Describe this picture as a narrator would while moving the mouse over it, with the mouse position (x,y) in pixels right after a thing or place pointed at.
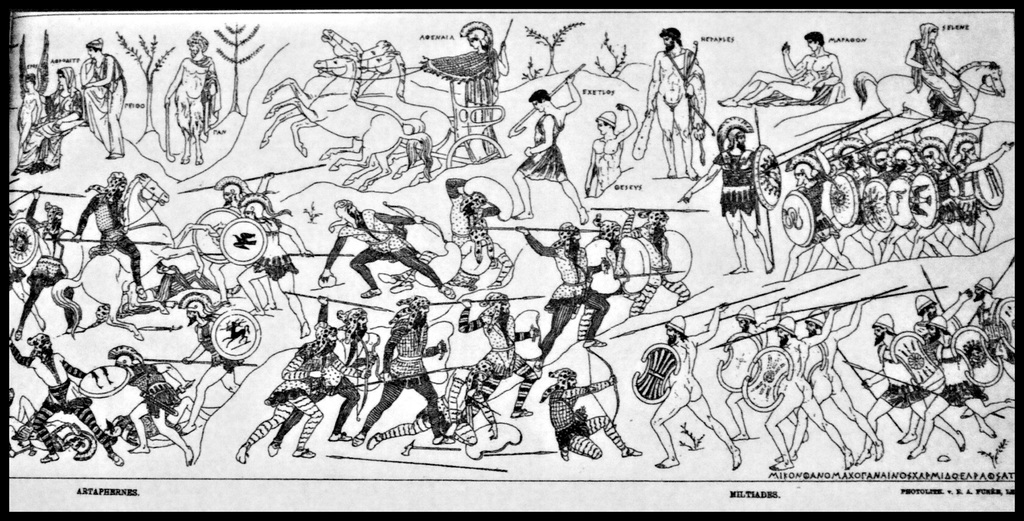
This image is a black and white image. This image consists of a poster (581,104) with many images (750,378) of humans (204,386) and horses (326,80) and there is a text (938,471) on it.
